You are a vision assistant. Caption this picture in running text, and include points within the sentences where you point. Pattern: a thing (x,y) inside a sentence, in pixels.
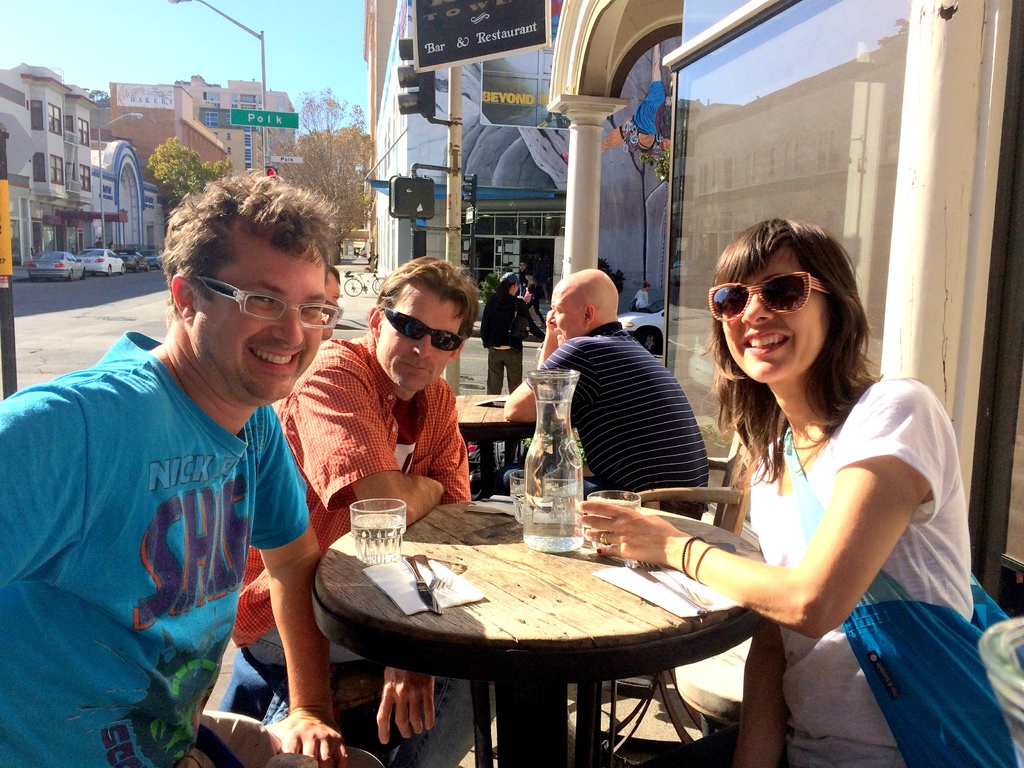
In this picture we can see some people (789,763) sitting on chairs (332,689), here we can see a table (528,737), on this table (572,570) we can see a bottle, glasses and in the background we can see buildings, trees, people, vehicles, sky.
